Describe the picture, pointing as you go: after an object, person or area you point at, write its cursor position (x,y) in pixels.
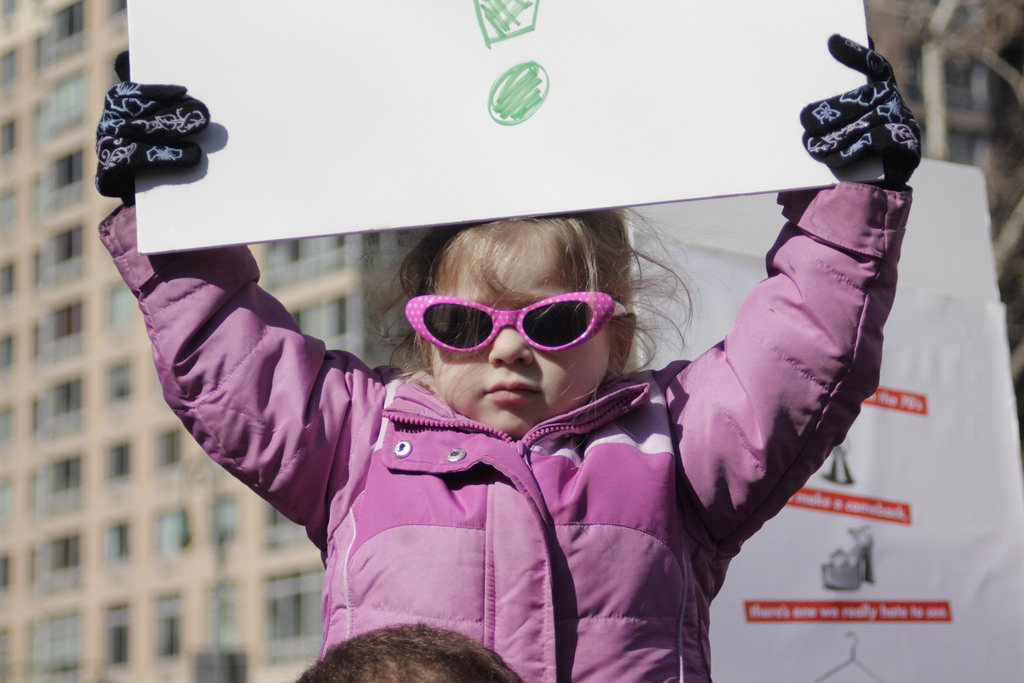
In this image, we can see a kid (573,466) holding a poster (423,218), in the background (77,369), there is a building (77,369) and we can see some windows (118,460) on the building (101,464).
